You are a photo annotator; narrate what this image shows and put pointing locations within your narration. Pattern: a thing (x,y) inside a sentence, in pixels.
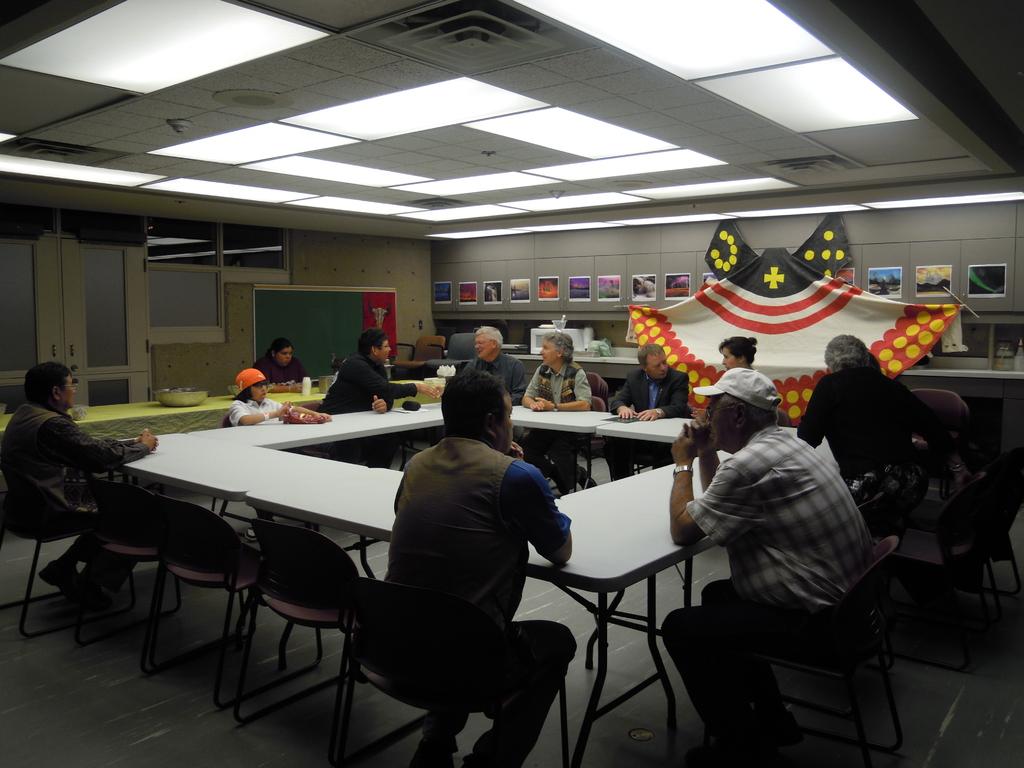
In this image, there are some persons (812,479) wearing clothes (813,463) and sitting on chairs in front of the table (223,477). There is a door (25,291) on the left side of the image (32,275). There are some photo frames (542,288) on the right side of the image (994,276). There are some lights (518,211) at the top (518,211).
